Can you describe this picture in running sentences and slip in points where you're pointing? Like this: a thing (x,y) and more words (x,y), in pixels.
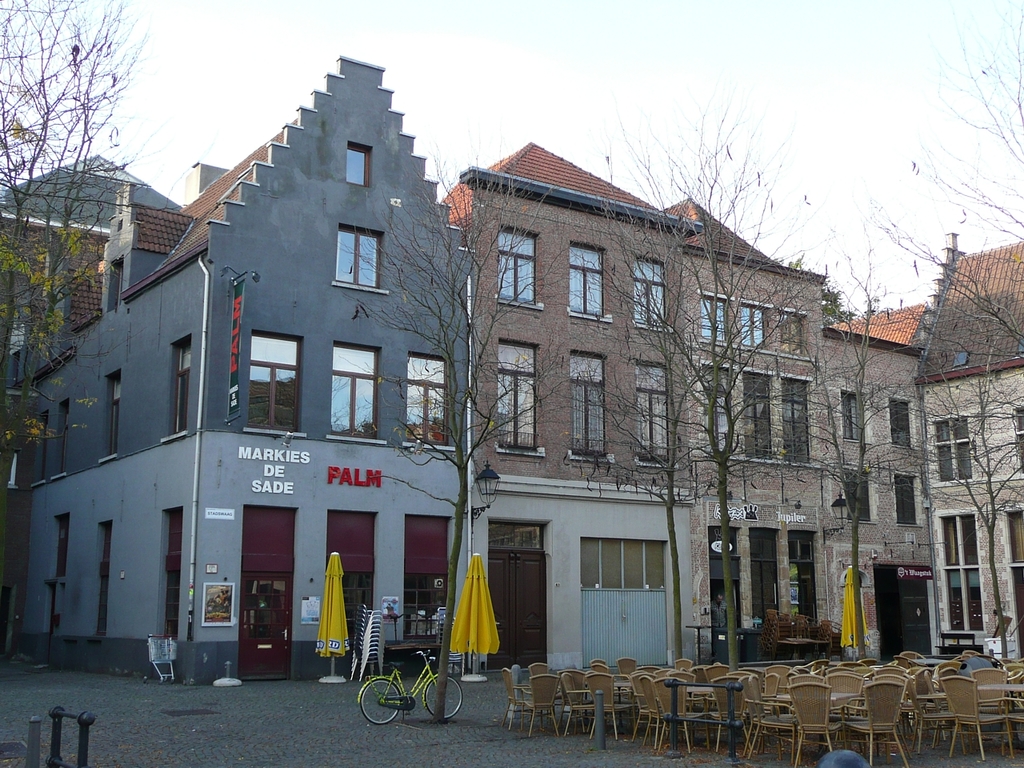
This image is clicked on the road (436,740). There are tables (626,685) and chairs (765,697) on the road (418,740). In the background (328,357) there are buildings (599,469). There is text (293,456) on the buildings (789,474). In front of the buildings (568,635) there are trees (993,522). There is a bicycle (388,686) parked near a tree (444,699). At the top (598,56) there is the sky (637,60).
